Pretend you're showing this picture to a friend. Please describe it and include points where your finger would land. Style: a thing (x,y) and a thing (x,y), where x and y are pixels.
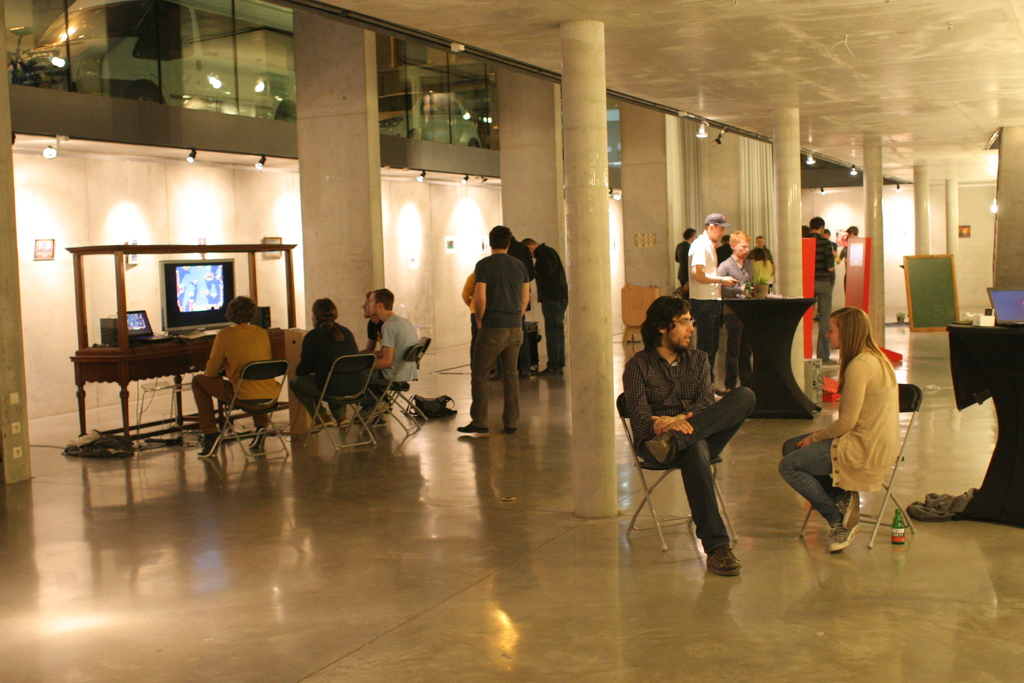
In the middle of the image (543,312) few persons (473,423) are standing. Bottom right side of the image (849,512) two people (847,349) are sitting on a chair (897,464) and there is a table (1013,340) on the table (1001,344) there is a laptop (1000,300). Top right side of the image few people (772,271) are standing. At the top of the image (906,75) there is a roof (1011,31) and lights (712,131). Bottom left side of the image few people (376,315) sitting on a chair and looking in to the screen (202,277).
